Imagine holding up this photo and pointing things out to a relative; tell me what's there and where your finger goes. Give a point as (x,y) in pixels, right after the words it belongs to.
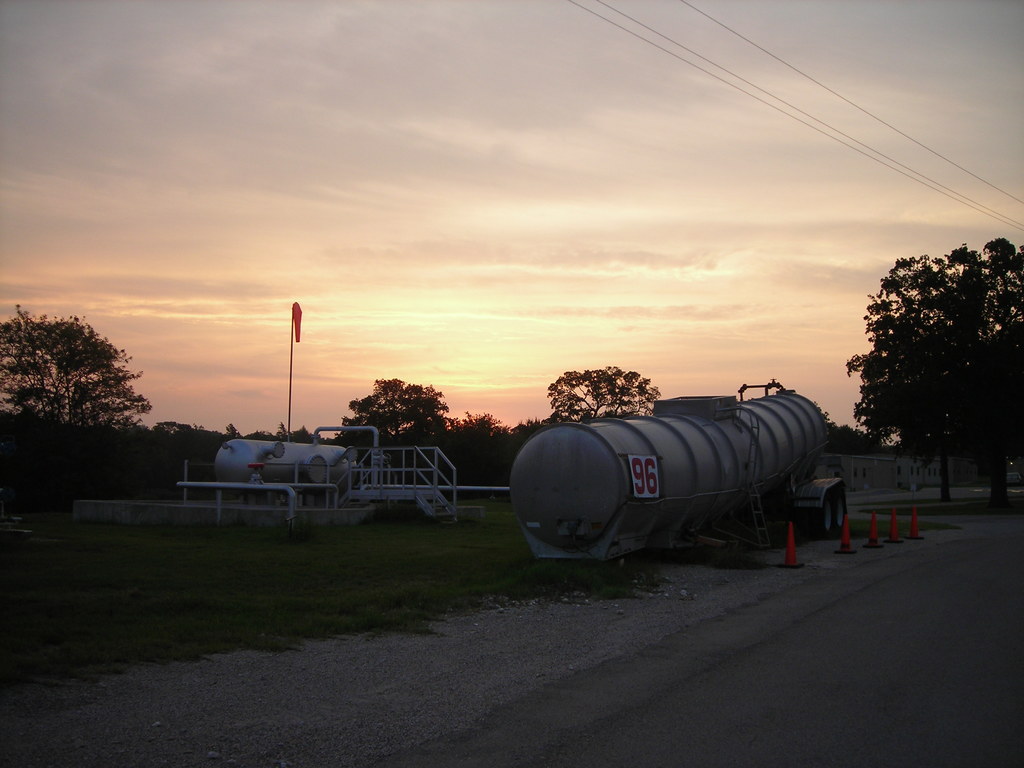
In this image we can see the road (959,546), road cones (874,521), grass (290,641), vehicle (598,535), flag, trees (75,424), wires (766,103) and the dark sky (503,357) with clouds (257,309) in the background (431,349).
